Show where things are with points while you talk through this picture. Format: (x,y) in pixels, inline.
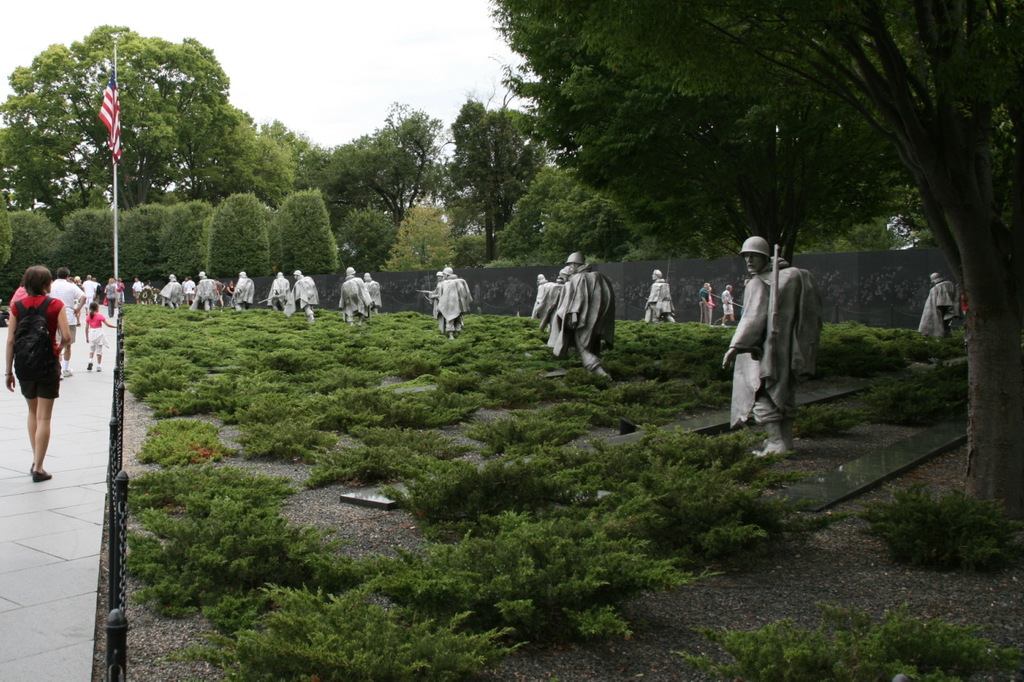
In this picture we can see few statues (444,324), plants (602,478) and trees (413,162), and we can find group of people (93,301) they are walking, beside to them we can find few metal rods (116,443) and a flag (116,112).
